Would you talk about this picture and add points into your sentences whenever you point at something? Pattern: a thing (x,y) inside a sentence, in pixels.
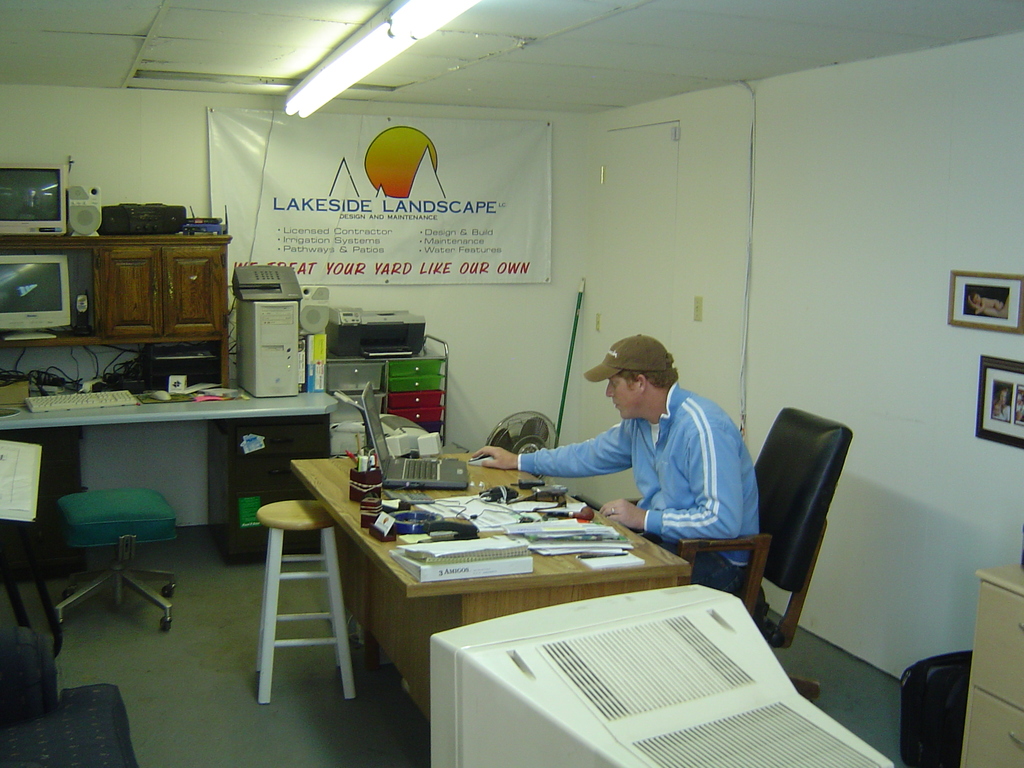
This is the picture of a room (708,296). In this image there is a person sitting and holding the mouse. There is a laptop (447,487) and mouse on the table (527,586) and there are papers (545,528), books (527,568), devices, computers (259,358), keyboards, speakers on the table (379,525). At the back (246,214) there is a banner (264,220) on the wall (543,318) and there is a text (379,242) and logo (362,169) on the banner (362,169). There are chairs (71,703) and stools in the image. On the right side of the image (1014,432) there are frames (1014,432) on the wall (960,541). At the top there is a light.
